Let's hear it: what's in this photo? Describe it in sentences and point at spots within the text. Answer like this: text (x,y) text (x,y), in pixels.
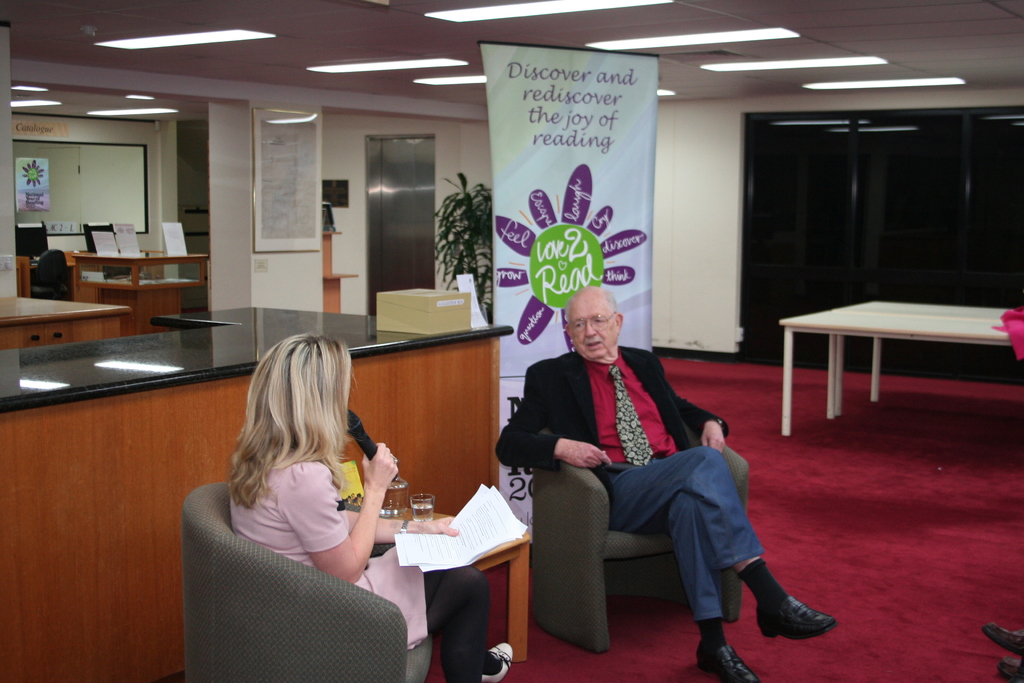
The women (306,515) wearing pink dress (306,513) is sitting in a chair (387,543) and holding a paper (443,541) in her left hand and speaking in a mike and there is other person (581,447) in front of her. The ground (863,501) is red in color.
